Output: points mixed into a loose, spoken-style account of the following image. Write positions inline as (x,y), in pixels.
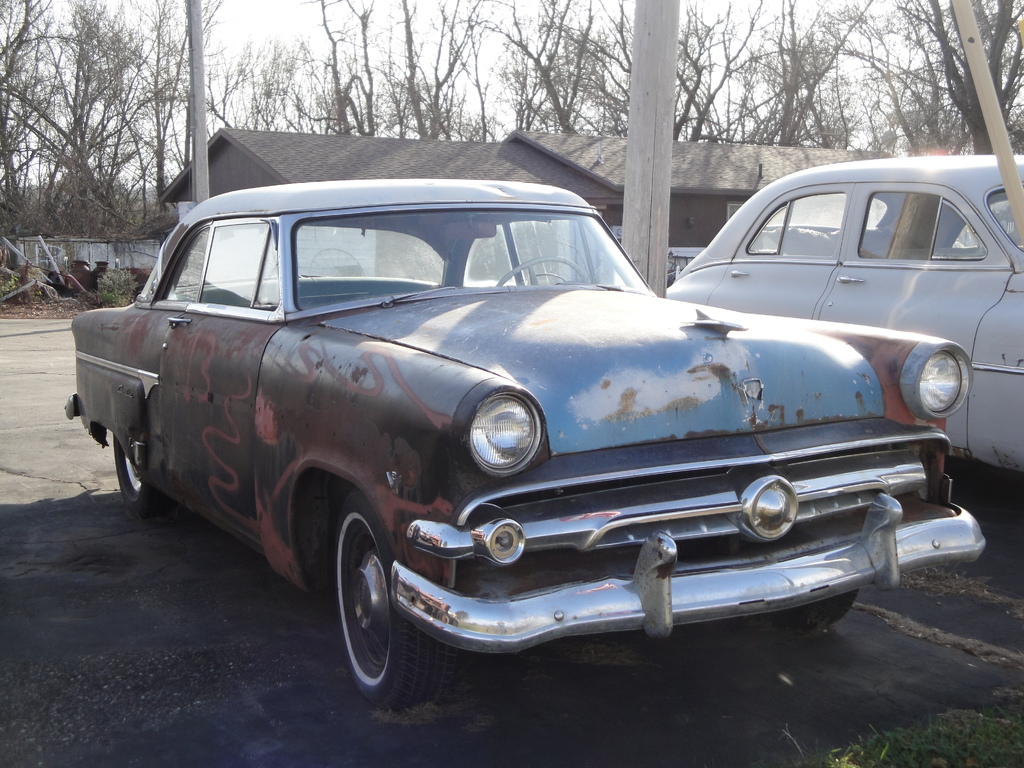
In the foreground of this image (547,364), there are two cars (542,350) on the ground (748,657). In the background (599,194), we can see houses (462,156), trees (368,114), wall (112,248) and the sky (235,21).
